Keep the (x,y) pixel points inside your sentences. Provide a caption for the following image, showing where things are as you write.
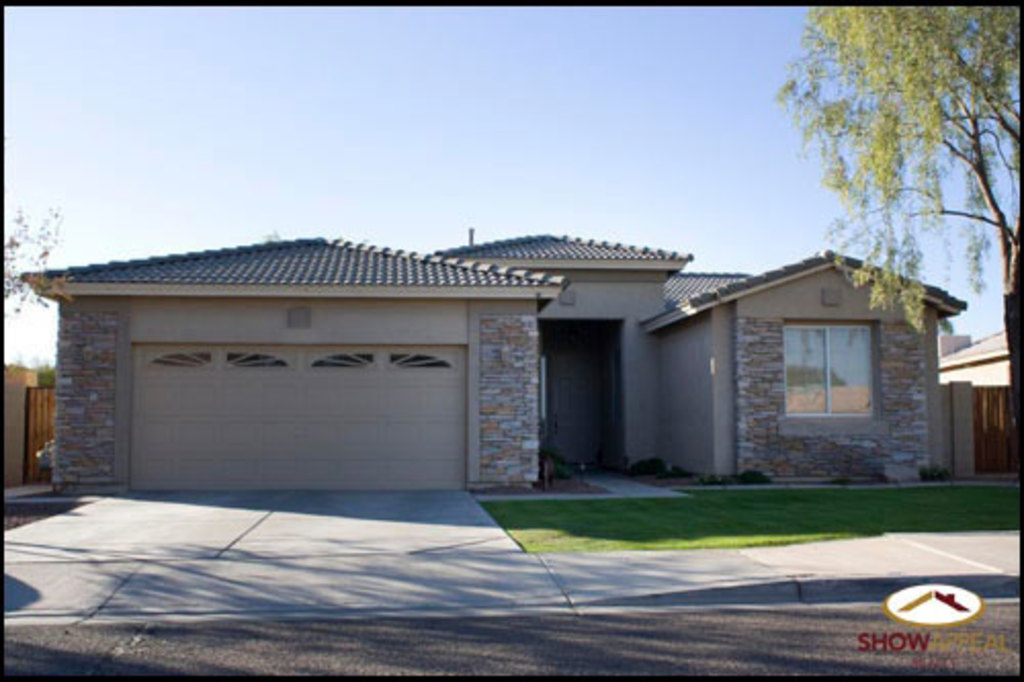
In the image we can see a house (737,385) and here we can see the window (810,387). We can even see grass (608,518), road (600,638), trees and the sky (614,173). On the bottom right (932,610) we can see watermark (950,608).
